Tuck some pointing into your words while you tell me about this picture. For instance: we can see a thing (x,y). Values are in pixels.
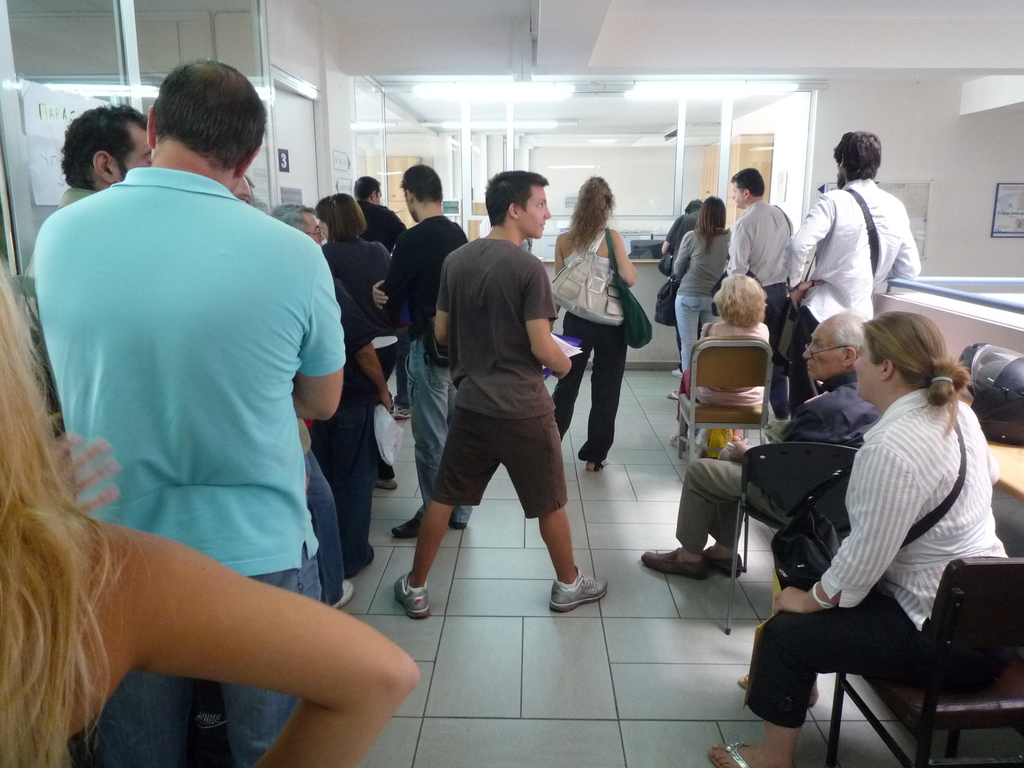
There are many people (435,387). Some are sitting on chairs (951,627). In the back (531,127) there are glass walls (497,114). On the right side (966,155) there is a wall (957,186) with something (1000,208) pasted on it.
